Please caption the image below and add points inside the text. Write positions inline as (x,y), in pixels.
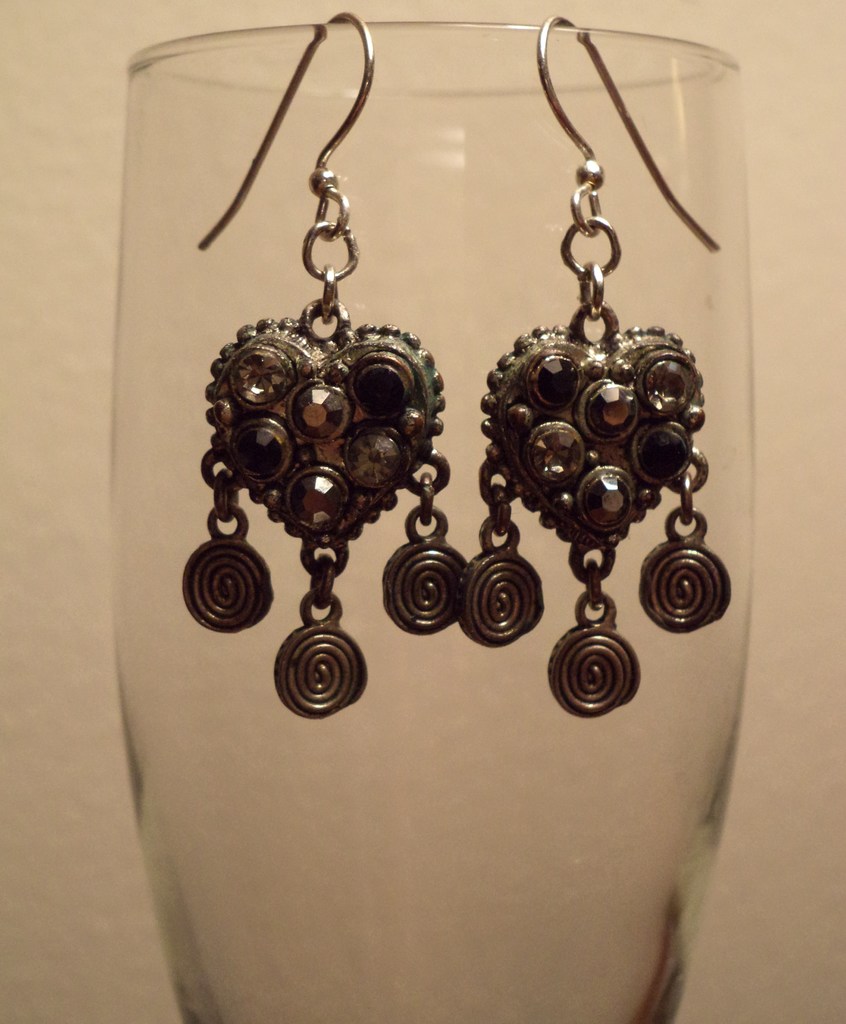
In the center of the image (449,365) we can see a glass (468,643). On the glass (548,559), we can see a pair of earrings (506,410). In the background (824,826) there is a wall (64,430).
